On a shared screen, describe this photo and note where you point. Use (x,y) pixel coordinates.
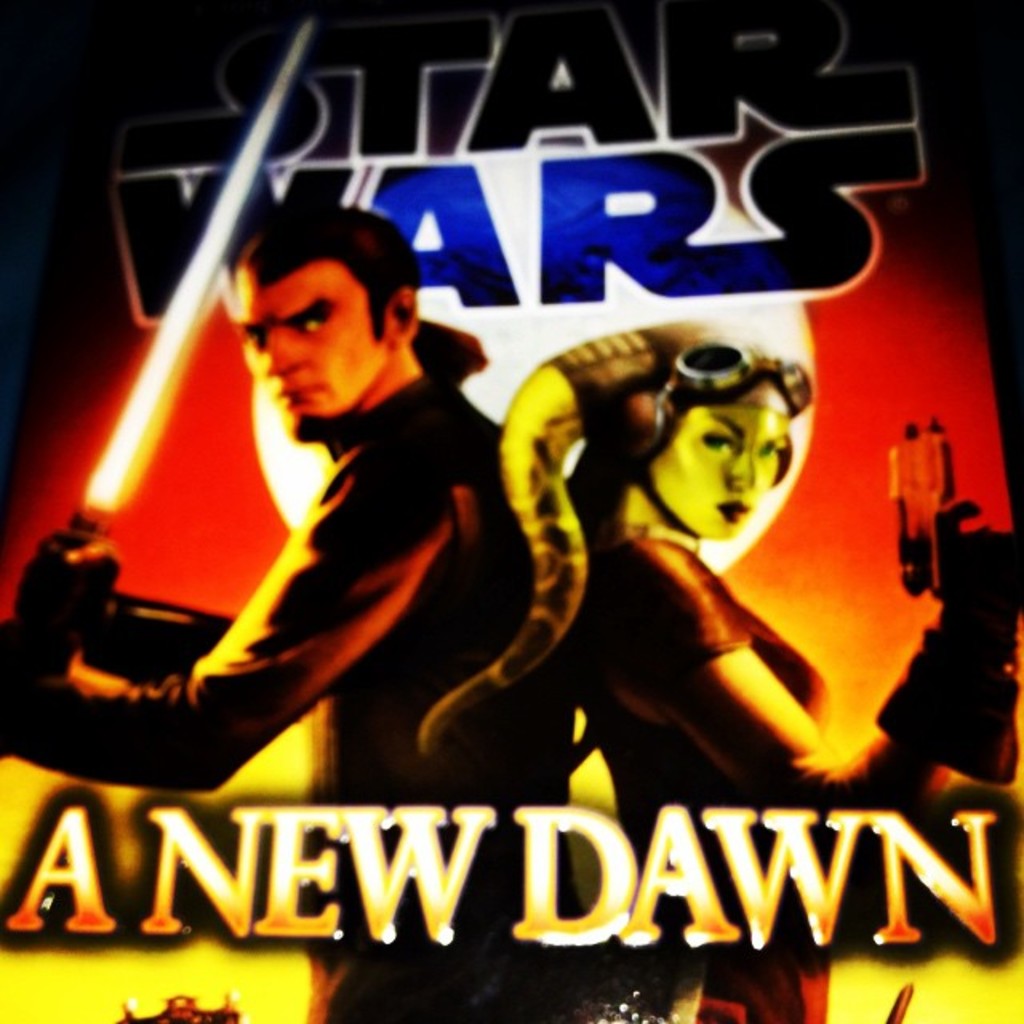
In this image we can see a animated poster (441,776) in which two animated pictures (560,688) and some text (610,255) were written.
